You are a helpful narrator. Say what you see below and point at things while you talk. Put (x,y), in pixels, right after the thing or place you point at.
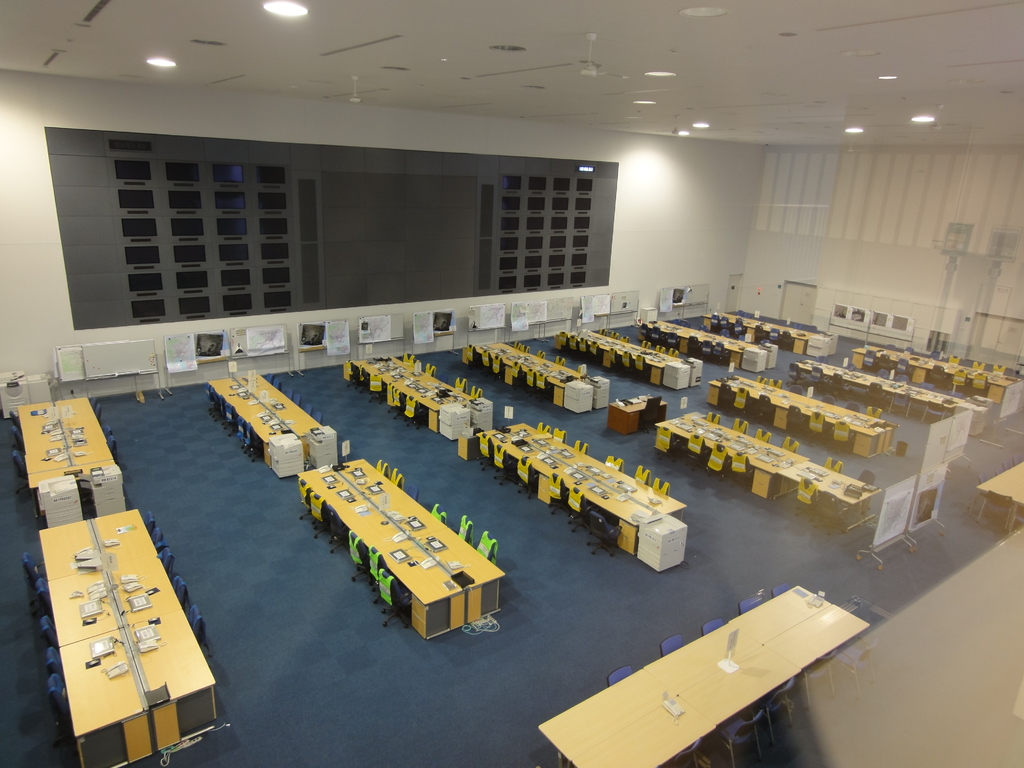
The picture is taken in a building (80,393), inside the building (286,76) there are tables (133,535), chairs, machines (640,542), boards (182,356), mat (334,403) and many other objects (667,709). In the background (328,207) there are televisions (224,219). At the top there are light (693,12) and fans (588,71).
